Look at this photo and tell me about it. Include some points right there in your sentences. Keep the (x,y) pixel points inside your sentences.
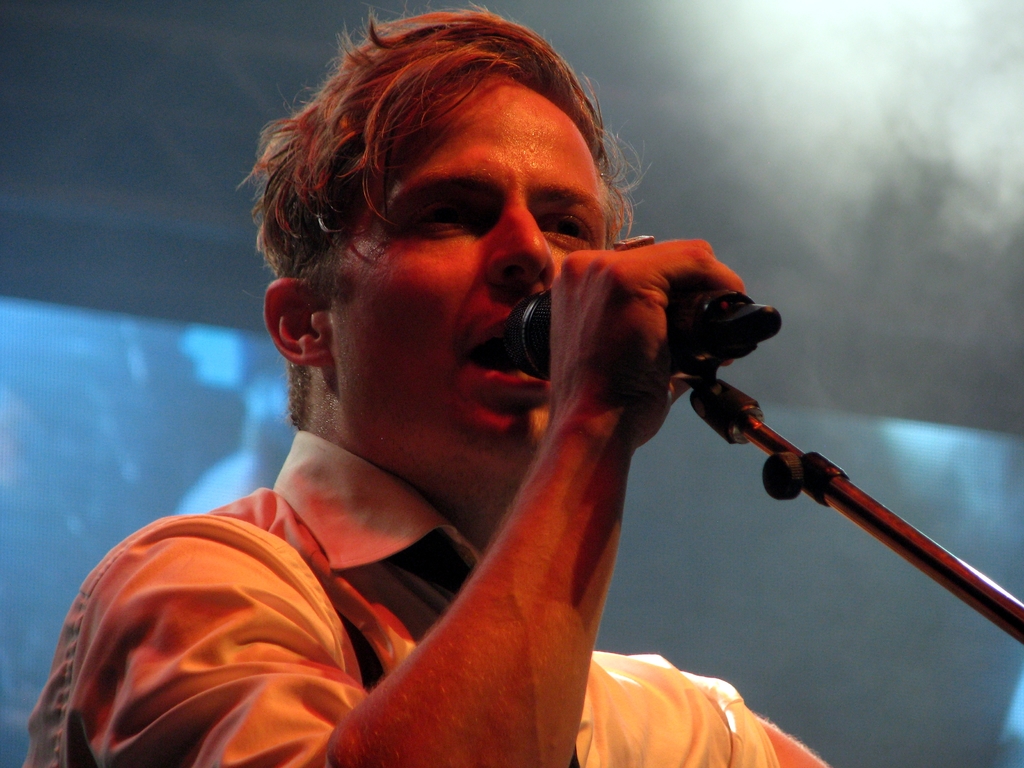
In the center of the image (562,440), we can see a man (453,343) holding a mic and in the background (23,314), we can see a screen (776,590).
